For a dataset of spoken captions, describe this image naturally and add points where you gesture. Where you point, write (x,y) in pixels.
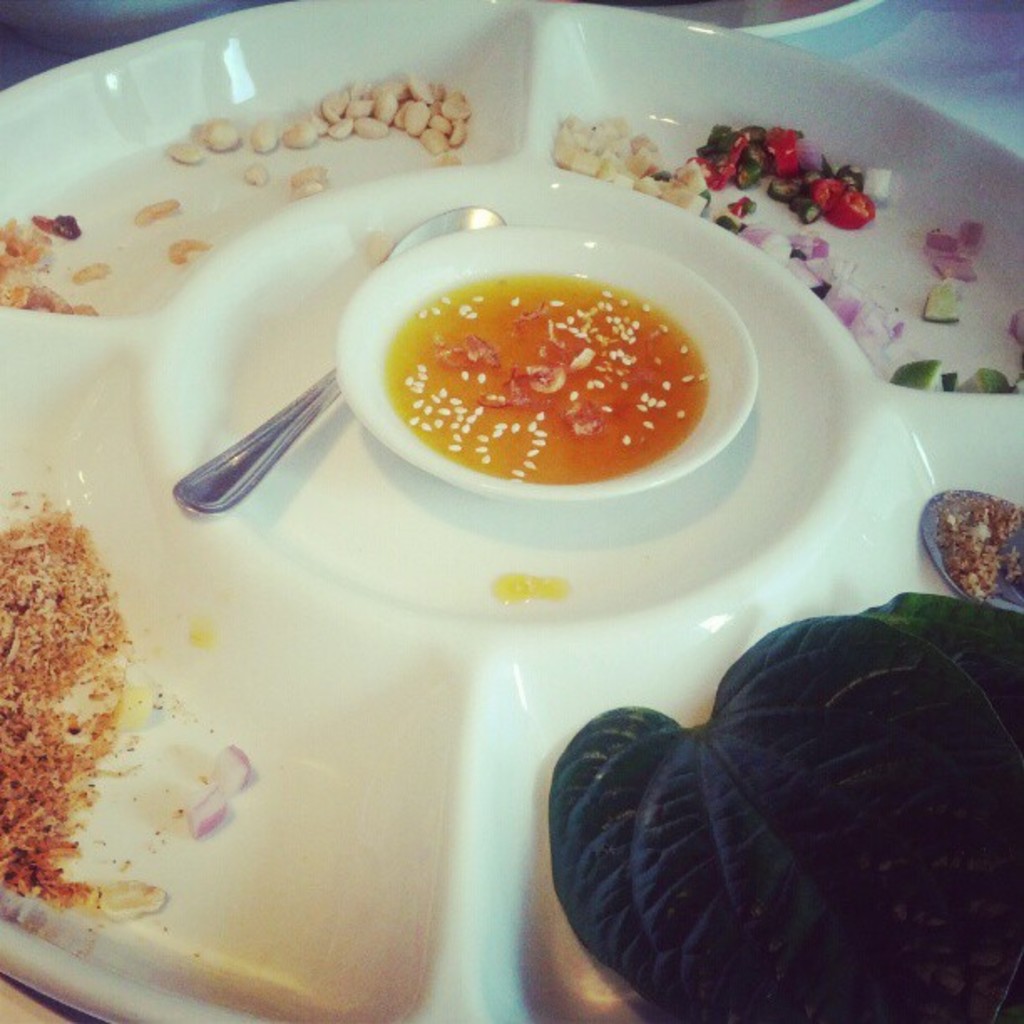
In the picture we can see a plate (388,853) on it we can see a bowl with a soup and a spoon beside it and we can see some leaves (992,753), some powder (88,553), some vegetable slices (858,206) and grains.
